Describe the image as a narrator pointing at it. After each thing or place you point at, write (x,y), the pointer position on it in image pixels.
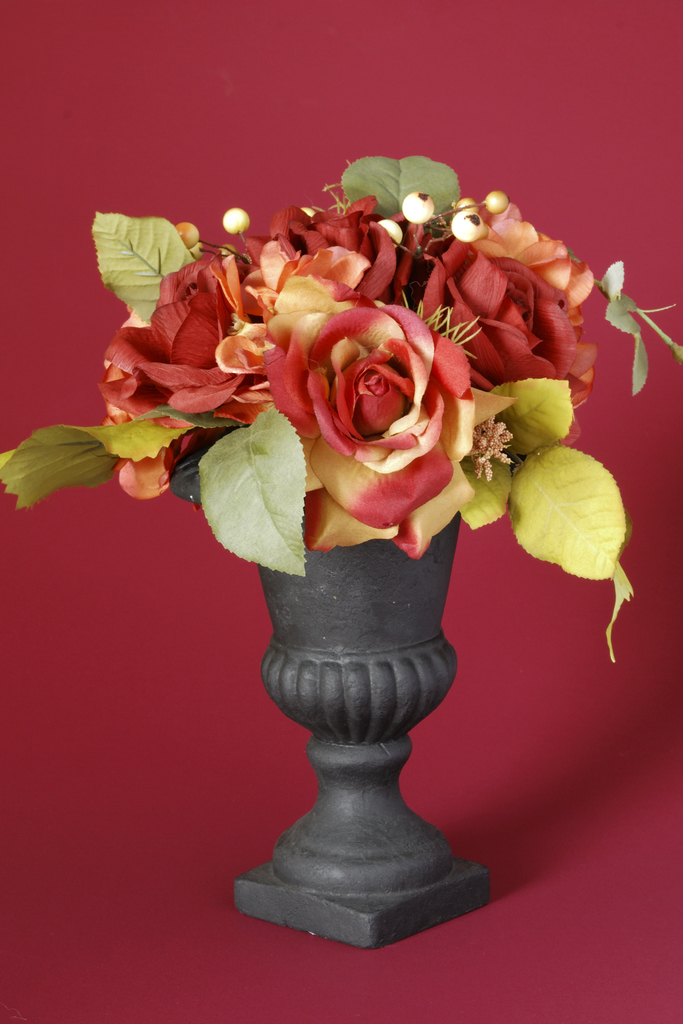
In this image, we can see a flower pot (436,631) with some flower (387,445) and leaves (540,534). In the background (637,88), we can see the red color.
